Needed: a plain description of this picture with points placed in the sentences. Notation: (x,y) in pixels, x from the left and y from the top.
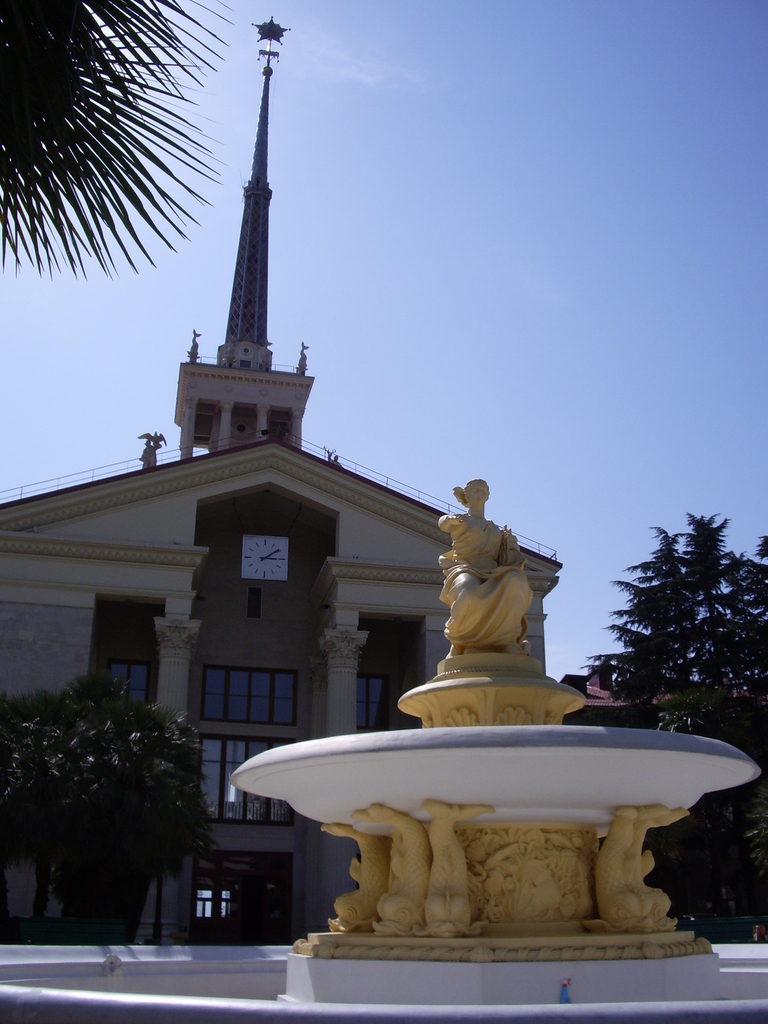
There is a statue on a stand (489,781). Below the stand (593,801) there are some sculptures (482,884). In the back (248,610) there is a building (207,534) with clock (273,568), pillars (340,844), windows (270,683). On the sides there are trees (711,569). In the background (526,226) there is sky (331,59).
